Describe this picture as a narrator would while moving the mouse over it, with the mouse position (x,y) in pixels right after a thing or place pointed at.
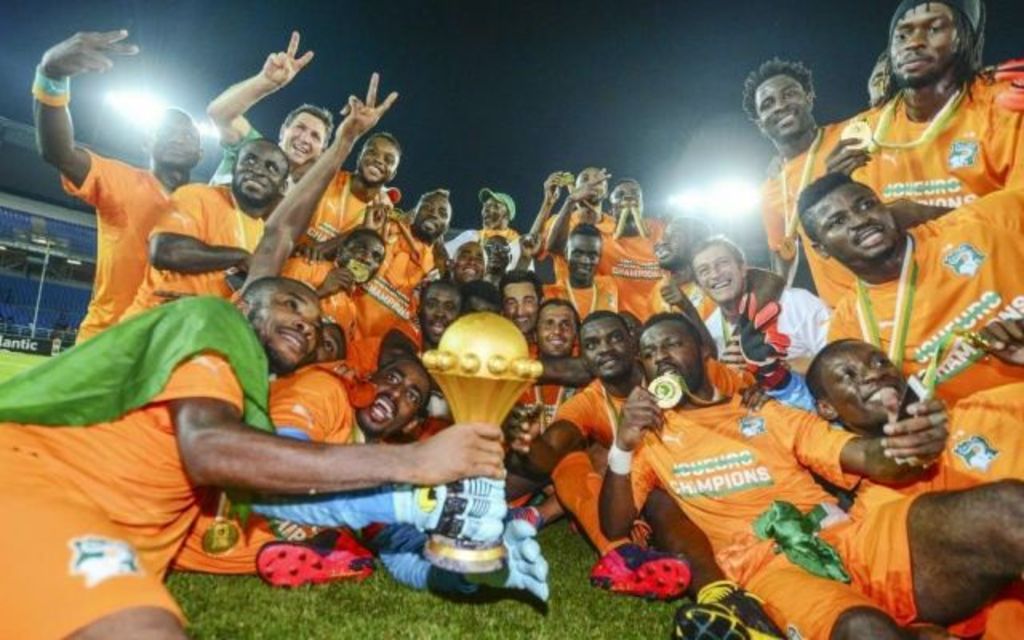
This is a picture of a stadium (312,630), where there are group of people (782,203) smiling, two persons (429,467) are holding a trophy (468,390), and there are lights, chairs (43,325), board (27,347), and in the background (540,181) there is sky (548,165).
